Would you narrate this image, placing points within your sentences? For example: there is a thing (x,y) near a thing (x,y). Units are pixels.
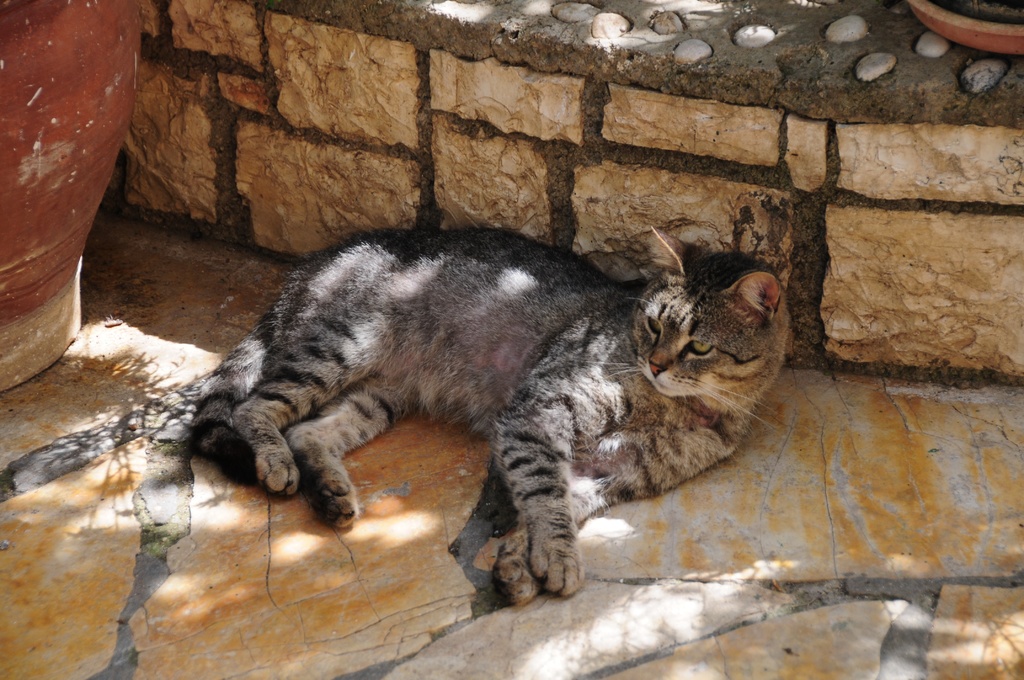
Here we can see a cat (595,360). Beside this cat (584,348) there is a plant pot (126,71).
